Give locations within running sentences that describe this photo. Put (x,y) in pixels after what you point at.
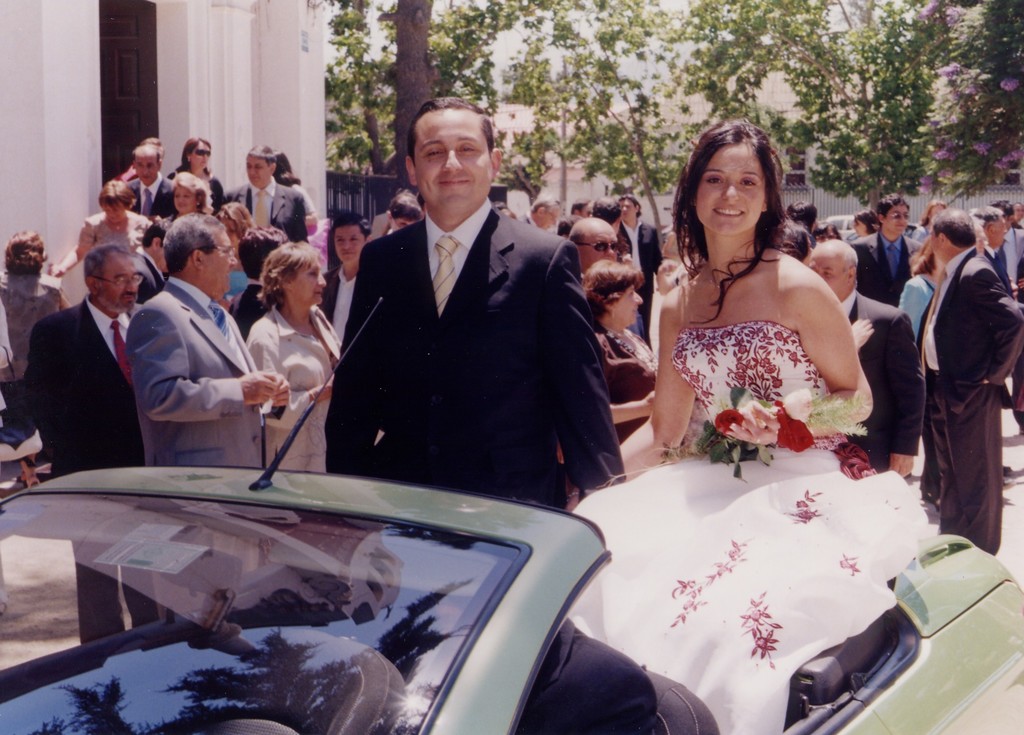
In this image there are group of people (177,270) around. There are two person (710,398) sitting on the car (14,602). At the back side (593,82) there is a trees (642,95).
